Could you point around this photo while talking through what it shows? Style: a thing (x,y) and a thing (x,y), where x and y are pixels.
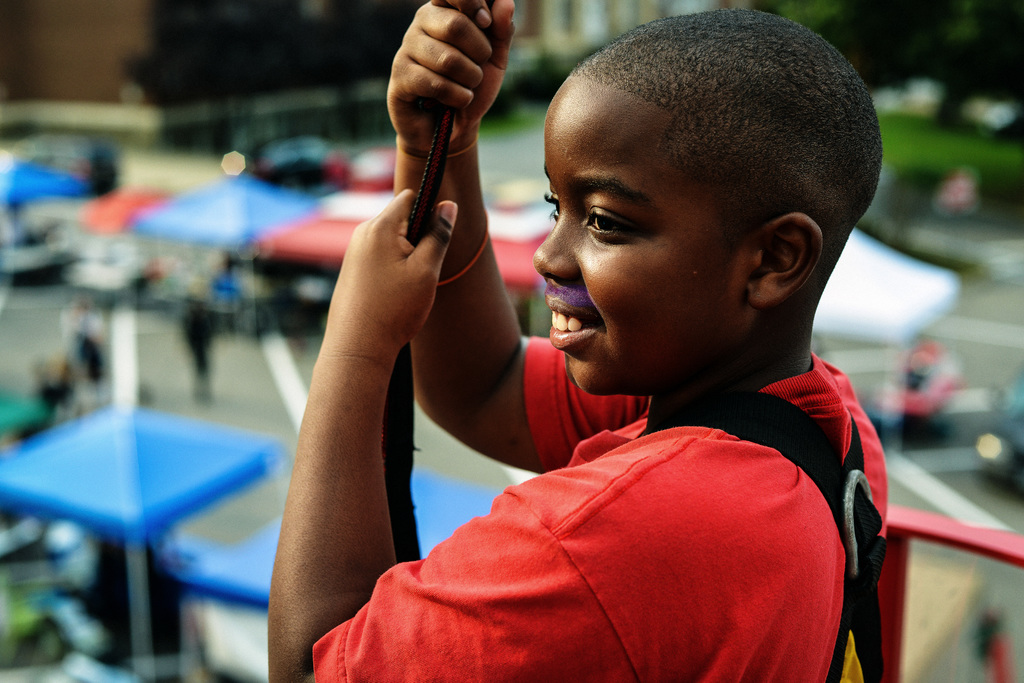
In this image we can see a person (542,273) holding a belt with his hands (476,26). There is a blur background (89,654). Here we can see umbrellas (200,592), people (89,314), rod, and trees (1013,60).
